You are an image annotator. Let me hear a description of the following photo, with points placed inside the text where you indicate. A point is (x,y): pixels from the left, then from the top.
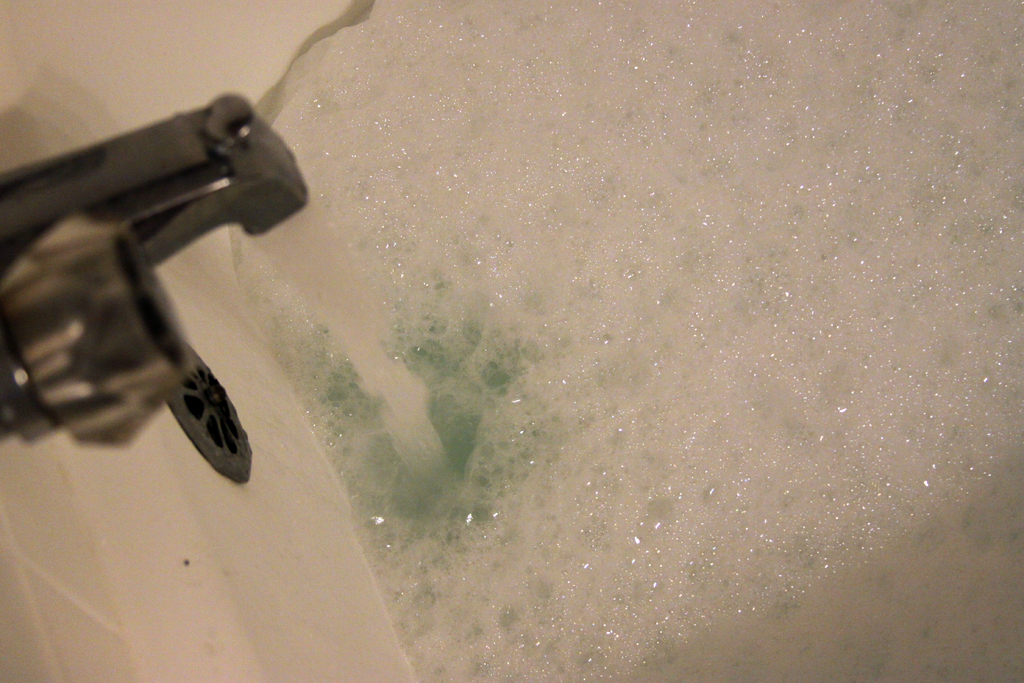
In the center of the image (411,438) we can see one tap (112,334), water (424,434), foamy (549,344) and one black color object (240,472) on the cream color object (269,411).
